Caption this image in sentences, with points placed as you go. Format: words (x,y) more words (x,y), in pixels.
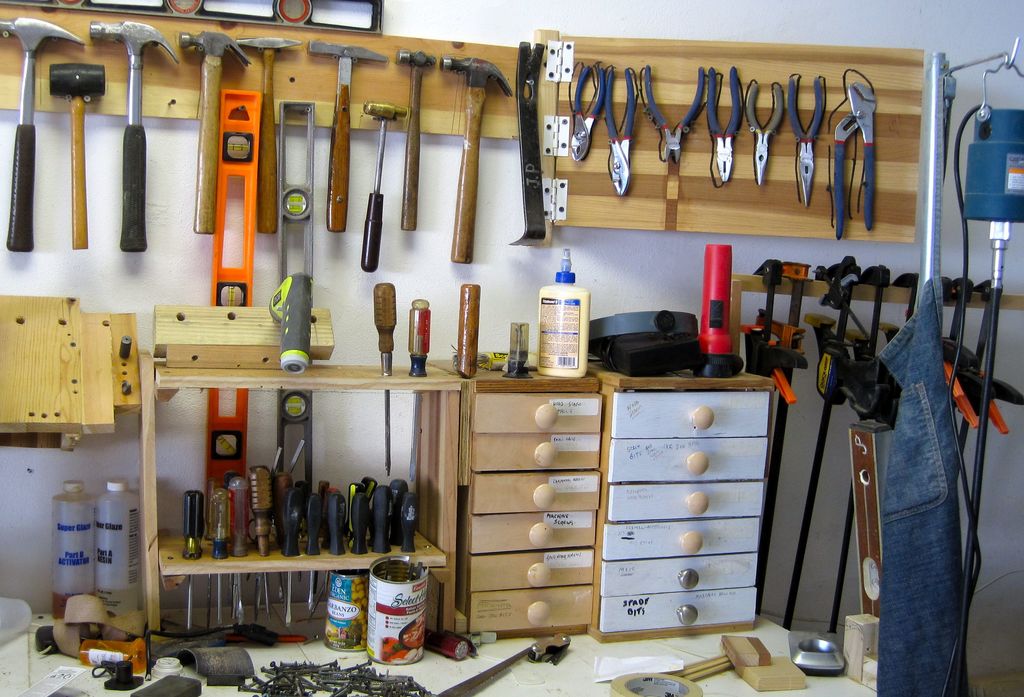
In this picture there are tools (226,104) on the board (590,210) and there are tools (390,486) on the cupboard (521,480) and on the table (733,681). On the right side of the image (894,670) there is a cloth (927,592) hanging on the rod (939,87). There are bottles (90,522) and there is a tape (622,696) and tissue (616,664) on the table (591,686). At the back (496,230) there is a wall (500,214).
